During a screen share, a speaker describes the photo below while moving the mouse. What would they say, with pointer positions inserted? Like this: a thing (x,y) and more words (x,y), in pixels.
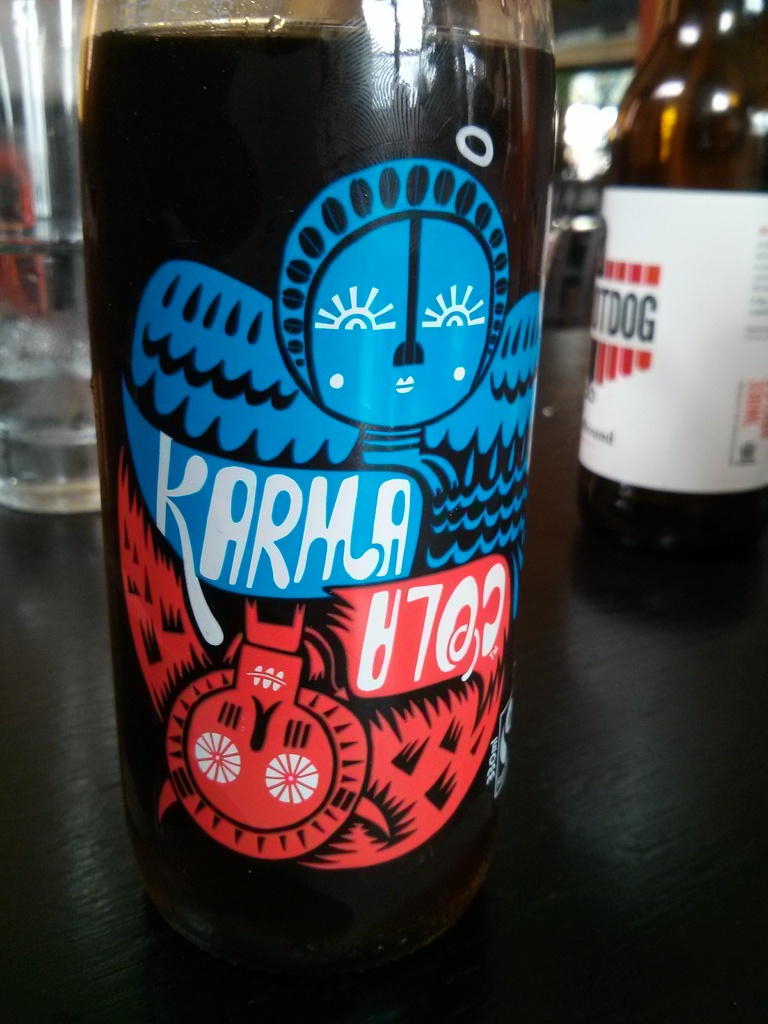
In this image i can see a glass bottle (371,43) with a liquid (266,52) in it which is on the table (119,809). In the background (75,458) i can see a glass (85,458) and a bottle (625,201) on the same table (641,638).
